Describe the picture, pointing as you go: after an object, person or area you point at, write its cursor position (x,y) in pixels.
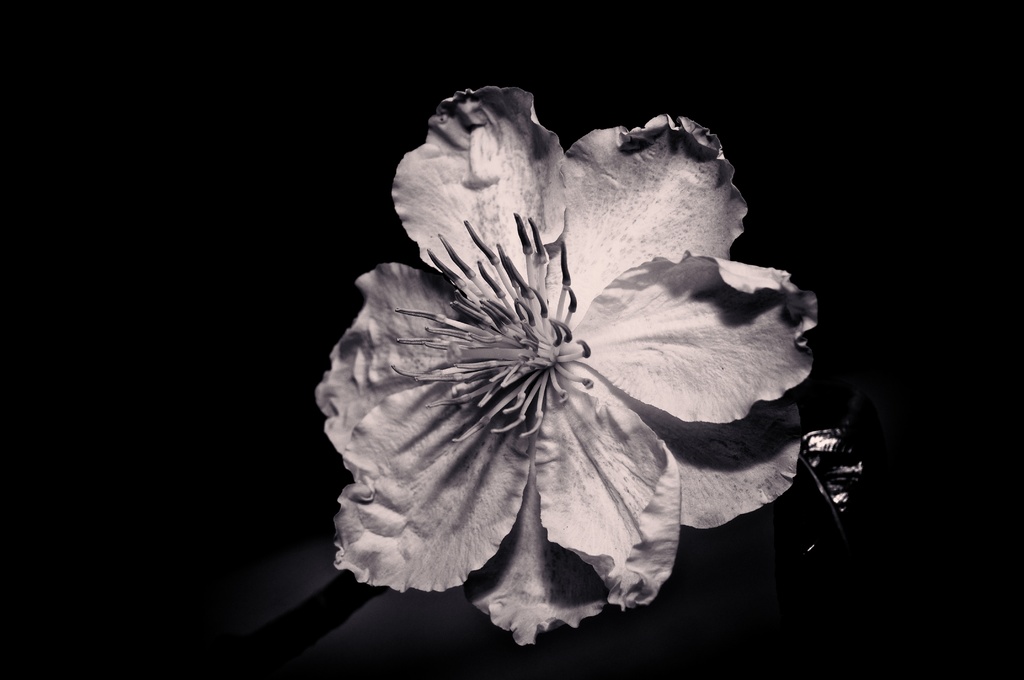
This is a black and white image. There is a flower (405,412) and the background (34,18) is black.
